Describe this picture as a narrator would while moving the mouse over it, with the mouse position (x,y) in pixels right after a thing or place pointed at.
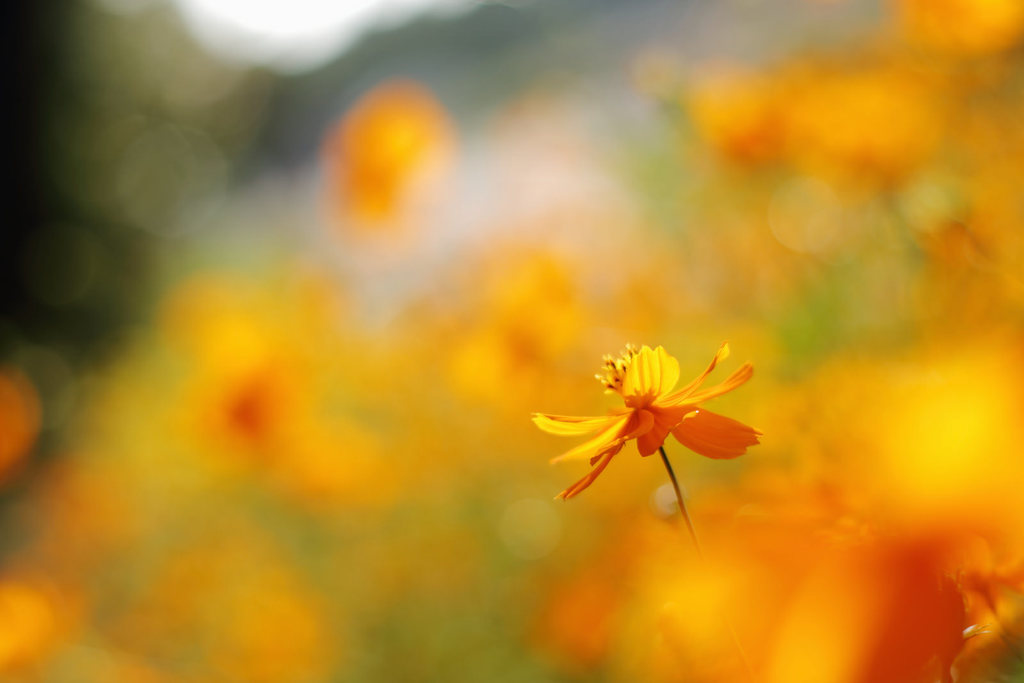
In this picture we can observe an orange color flower (620,416). The background (301,345) is in orange color which is completely blurred.
